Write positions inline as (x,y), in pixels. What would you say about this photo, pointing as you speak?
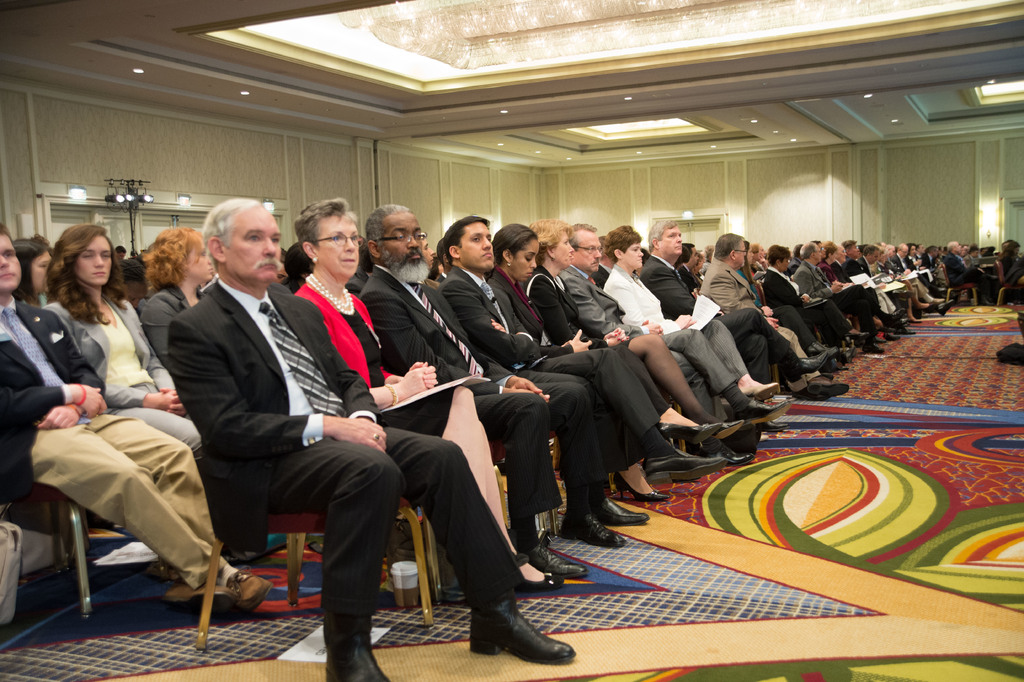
In this image I can see on the left side (311,474) a man (304,481) is sitting on the chair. He wore coat (278,402), tie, shirt (316,432), trouser (328,448). Beside him an old woman (370,382) is also sitting and a group of people (552,352) are also sitting and looking at that side. At the top (547,31) there are ceiling lights (503,41). On the right side (814,488) there is a floor mat (901,521).
